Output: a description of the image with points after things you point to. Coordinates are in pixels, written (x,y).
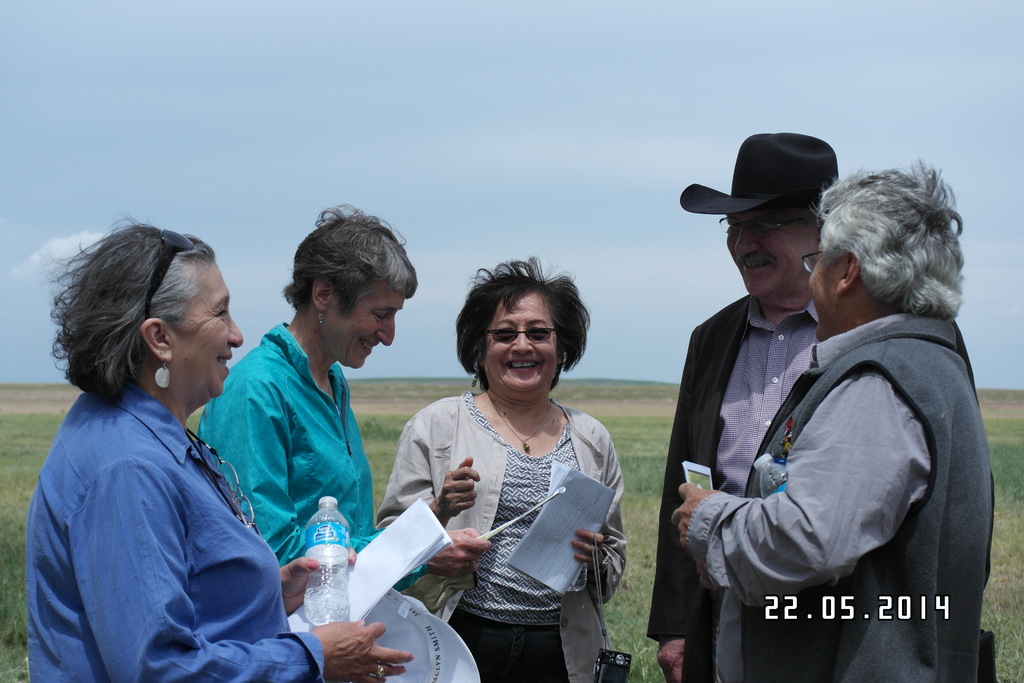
In the center of the image (605,454) we can see many persons (498,490) standing and holding papers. In the background (14,472) we can see grass (372,446), plants (378,428), sky (477,208) and clouds (492,126).
